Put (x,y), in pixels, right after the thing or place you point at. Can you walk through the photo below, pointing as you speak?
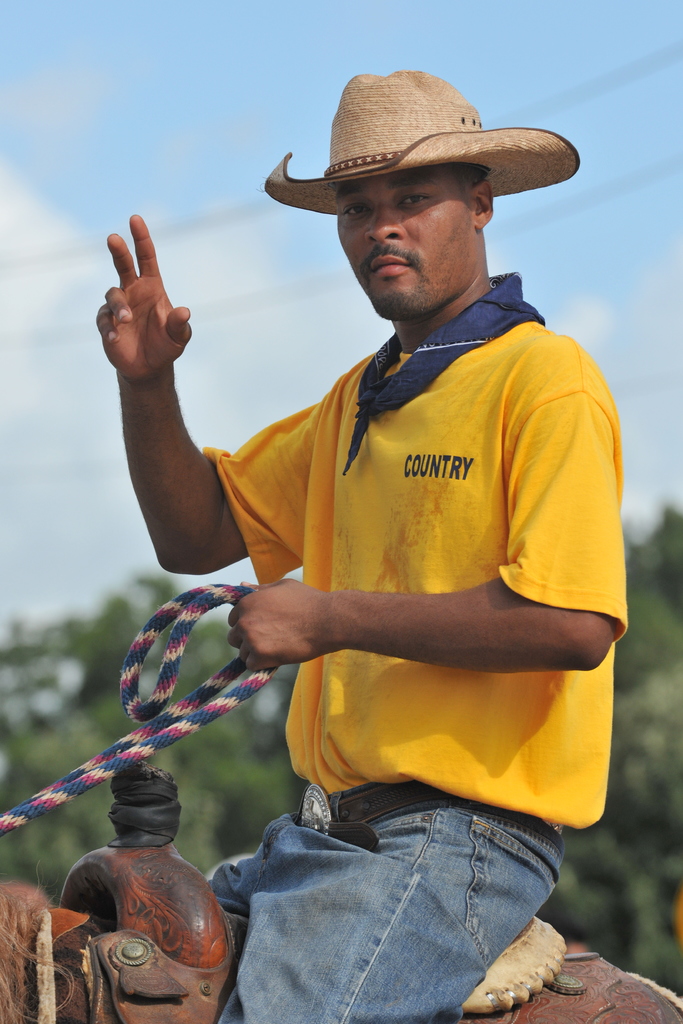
As we can see in the image in the front (462,992) there is a man (475,603) wearing hat (393,160) and yellow color t shirt (430,560). The man (415,549) is sitting on horse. In the background (645,735) there are trees (218,773). At the top (264,90) there is sky (191,90) and clouds (70,345).
